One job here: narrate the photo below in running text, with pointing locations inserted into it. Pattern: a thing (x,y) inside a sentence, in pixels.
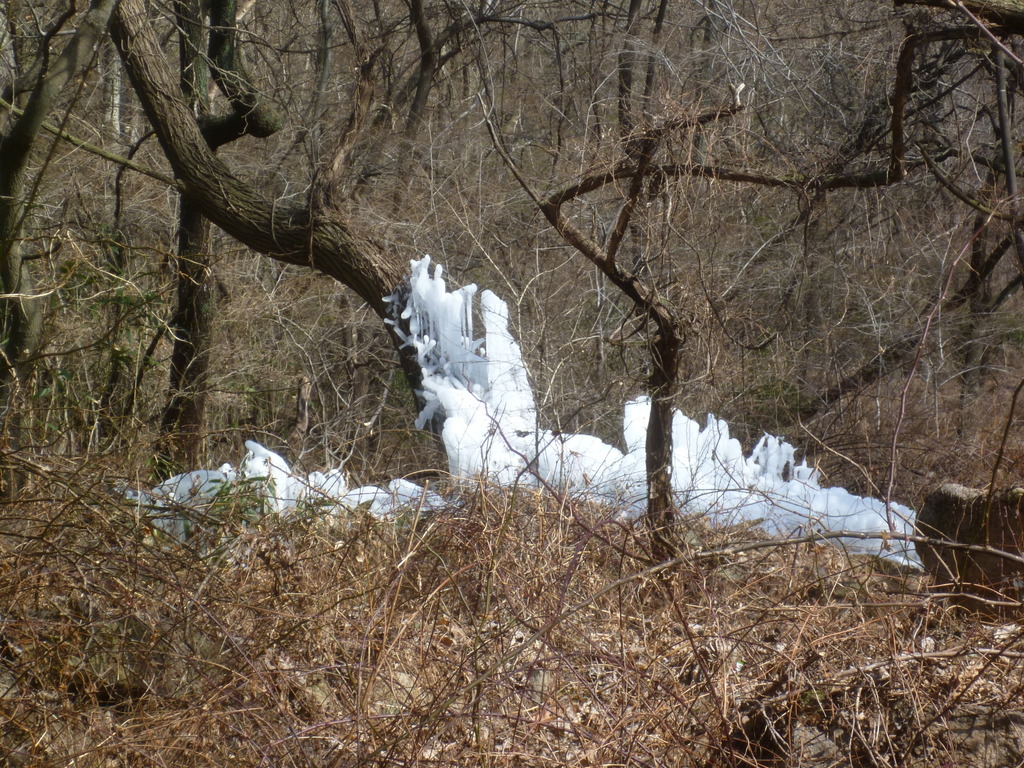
The picture is taken inside a forest (527,337) where trees (561,236) are present and in the middle (481,372) there is snow like structure (690,441) is present.
